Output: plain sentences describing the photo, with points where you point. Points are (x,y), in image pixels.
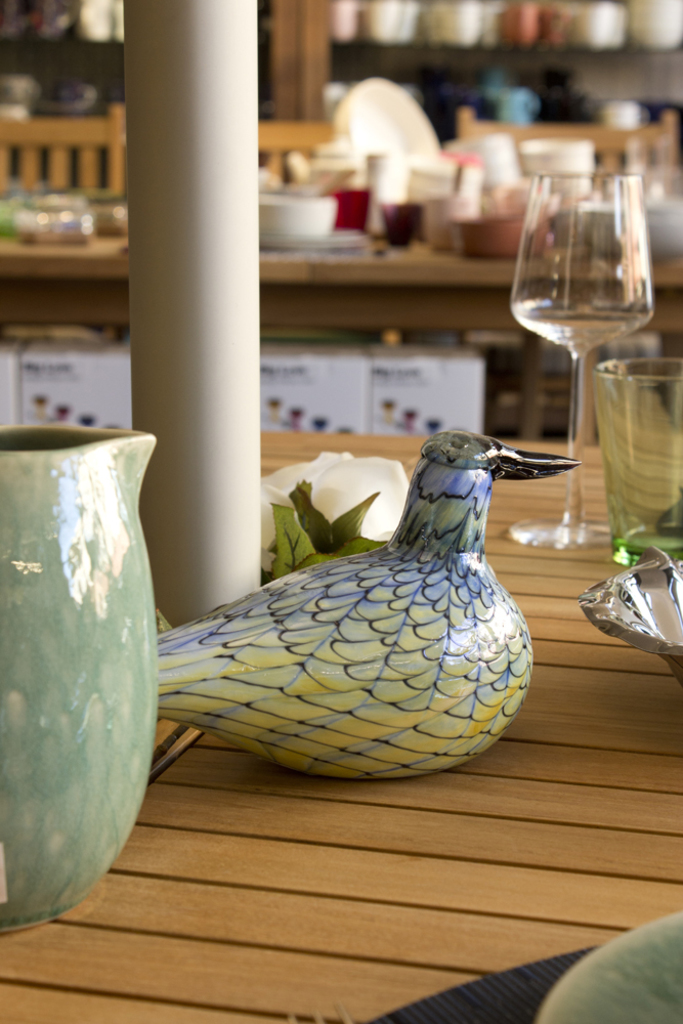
In this picture we can see glasses (614,251), jug (60,587), toy (169,655), flower (333,483), bowl (296,198), plate (368,135) and some objects (42,228) and these all are placed on tables (32,295) and in the background (77,63) we can see some objects (462,13) and it is blurry.
